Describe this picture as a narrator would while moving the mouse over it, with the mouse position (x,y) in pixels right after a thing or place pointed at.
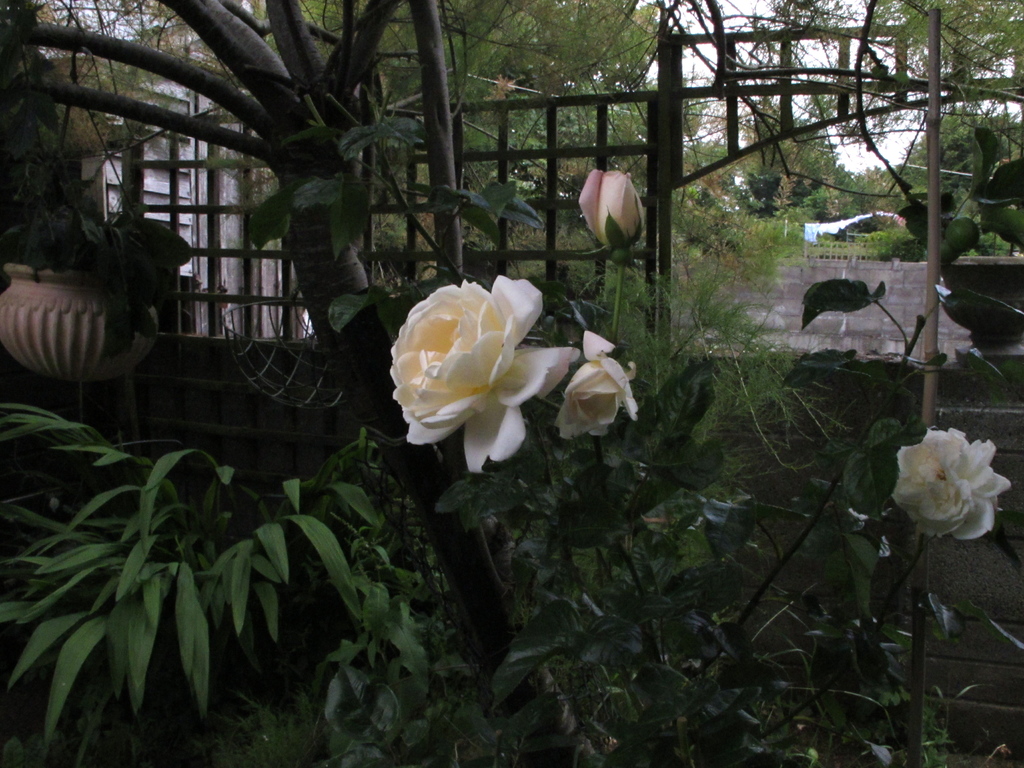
In this image in front (903,488) there are plants (486,473) and flowers (909,499). There are flower pots (982,340). In the background of the image (892,264) there is a wall (857,259). There are trees (798,183) and there is sky (759,11). On the left side of the image (180,195) there is a building (200,191).
